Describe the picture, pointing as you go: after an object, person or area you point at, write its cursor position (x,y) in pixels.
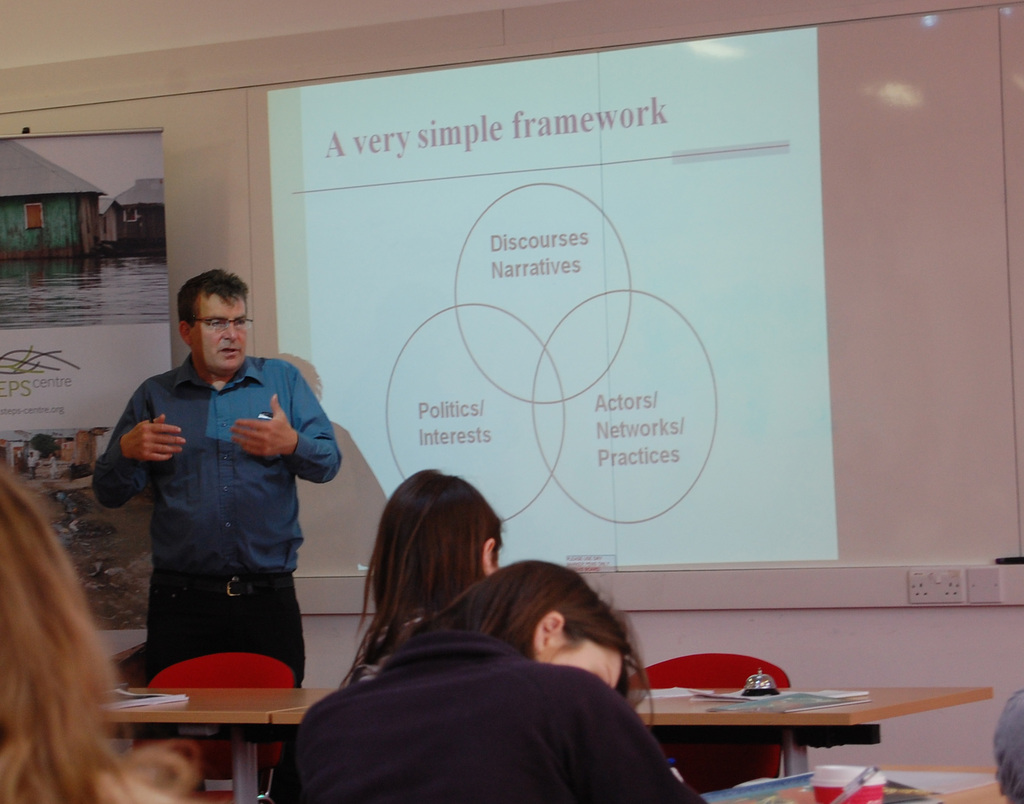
In this picture we can see man (157,420) standing and explaining about the framework and here the students (442,502) are listening to them and here we have tables (225,710) and chairs (232,673) and there is a banner (38,225), wall (189,161).
